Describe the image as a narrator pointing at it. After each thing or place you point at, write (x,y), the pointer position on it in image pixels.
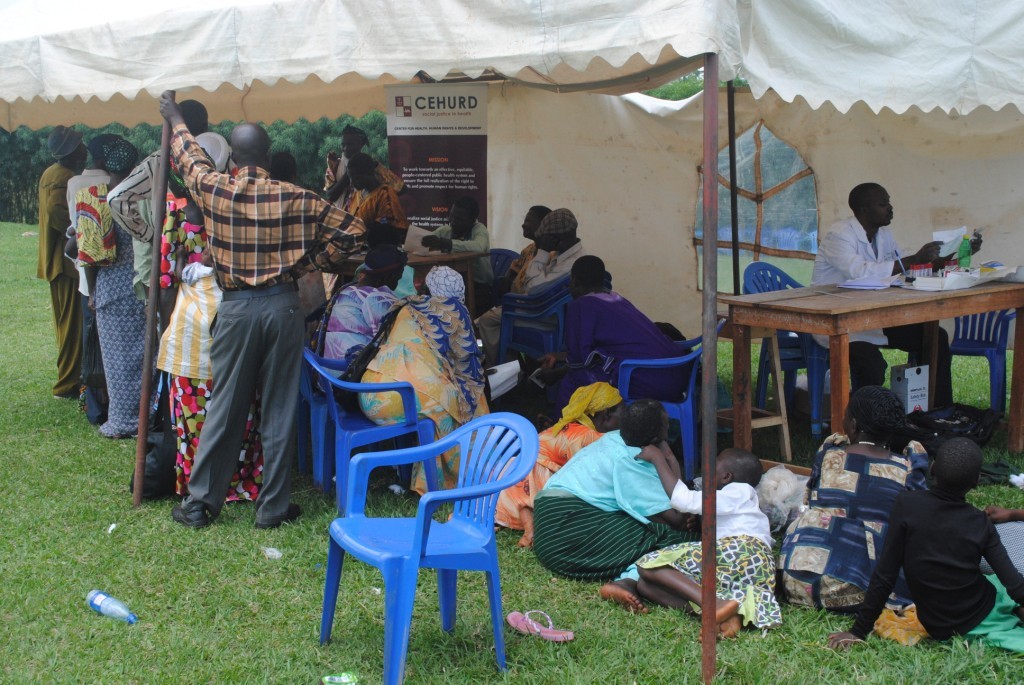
In this image I can see there are group of people (351,317) among them some are standing on the grass (222,524) and few are sitting on a grass (198,544). I can also see there is a table (810,317), a couple of chairs (388,449) and a water bottle (115,608) on the ground (107,648).
